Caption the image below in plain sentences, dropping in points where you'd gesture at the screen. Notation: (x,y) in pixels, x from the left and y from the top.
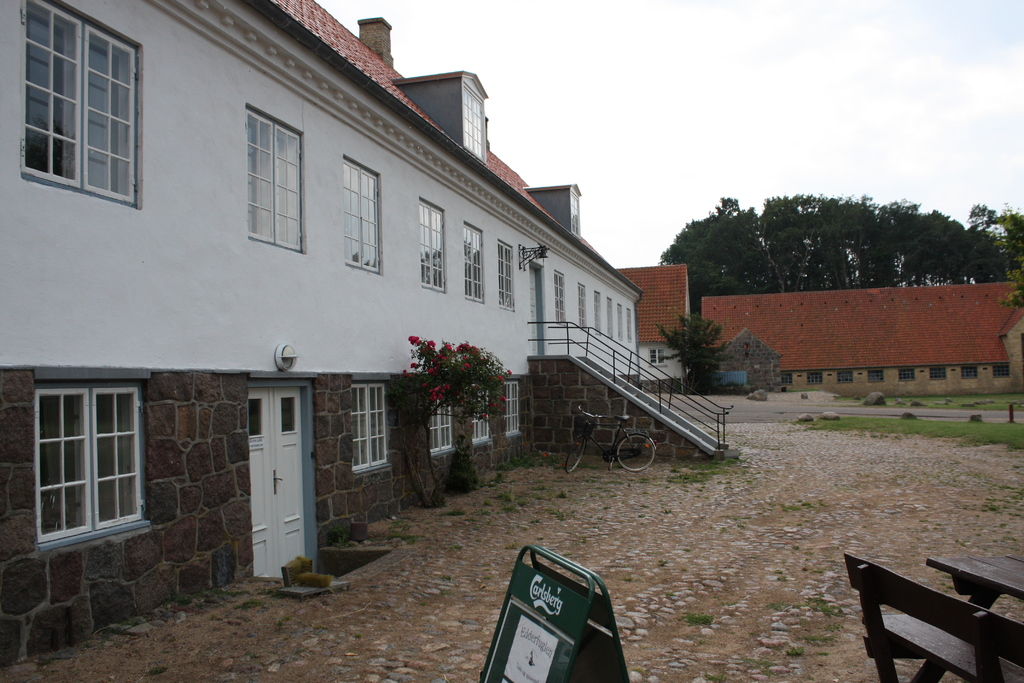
In this image on the left side (192,332) there is one house (287,435), flower pots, plants (483,399) and cycle (592,427). In the background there is a wall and trees (772,233), at the bottom (879,602) there are some benches (931,592) and boards (572,608) and a walkway (667,556). On the top of the image (664,89) there is sky (669,106).
